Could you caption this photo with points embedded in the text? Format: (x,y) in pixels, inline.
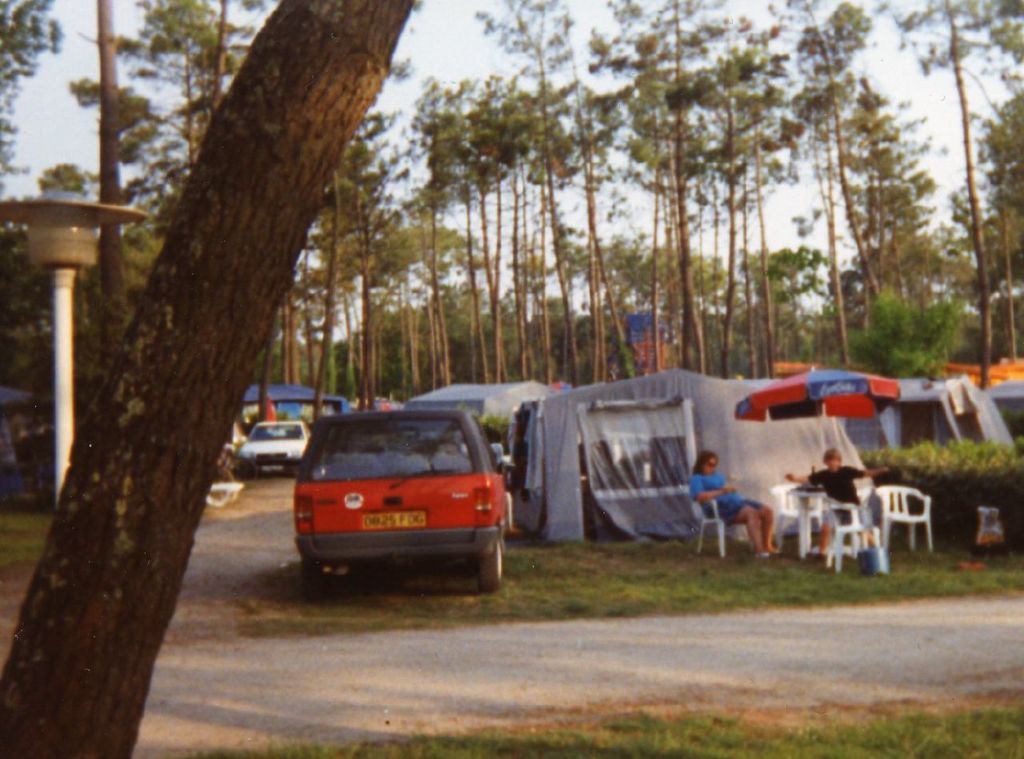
In the foreground of this image (142,451), there is a tree trunk (180,305) and a path (673,690) to which two sides there is grass (674,750). In the background (883,426), there are tents (960,418), an umbrella (849,401) under which, there are persons (835,495) sitting on the chairs (852,519), a vehicle (466,494) on the grass (539,567), a white car (291,440), a pole (69,282) on the left (65,335), trees (100,261) and the sky (447,39).
